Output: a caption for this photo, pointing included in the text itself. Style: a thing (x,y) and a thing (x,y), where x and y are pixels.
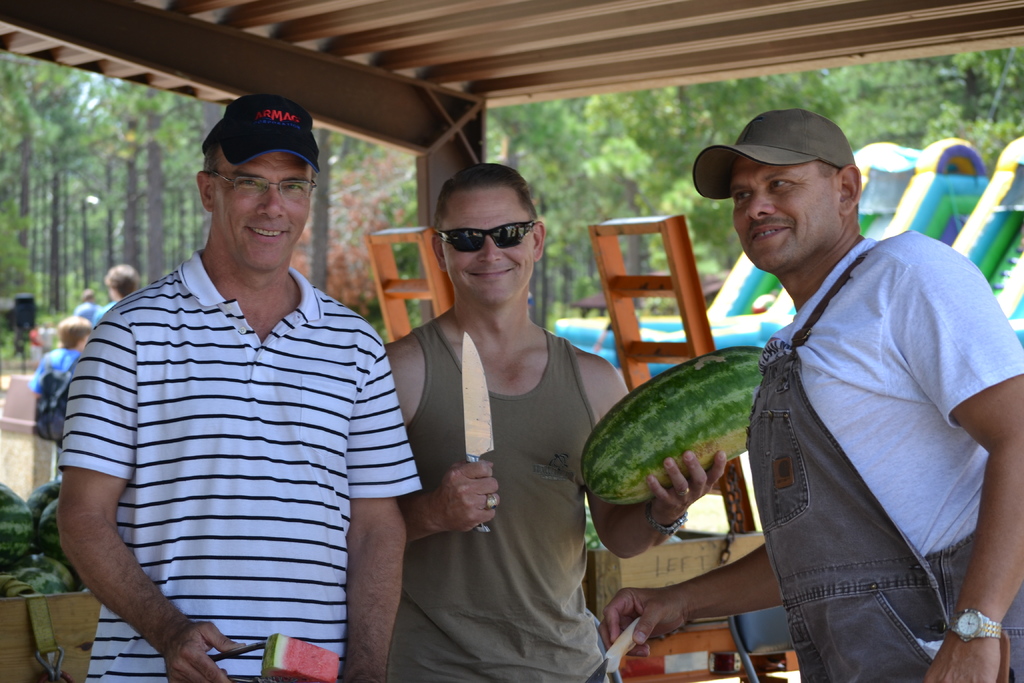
In this image I can see three men (346,481) are standing in the front (346,483) and I can see smile on their faces (217,209). I can see the middle one (450,633) is holding a knife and a watermelon (642,457). In the background (313,254) I can see number of trees (99,256), few more people (59,381) and few watermelons (53,519). In the front (99,644) I can see two men (114,665) are wearing caps (217,154).
